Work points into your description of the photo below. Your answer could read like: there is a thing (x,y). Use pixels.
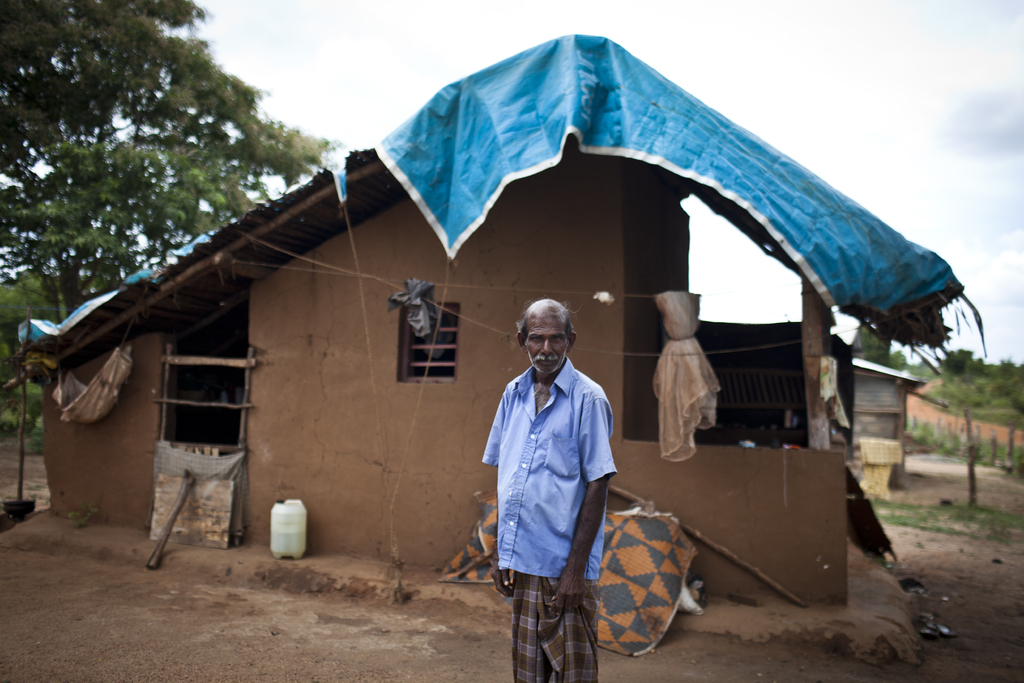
In this image, we can see huts (604,346), a tent (479,113), some clothes (687,356), logs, trees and there is a person (547,506) standing and we can see a can (303,535) and a mat (654,544) and some other objects (643,506). At the top (775,66), there is sky (710,86). At the bottom (223,621), there is ground (117,616).
